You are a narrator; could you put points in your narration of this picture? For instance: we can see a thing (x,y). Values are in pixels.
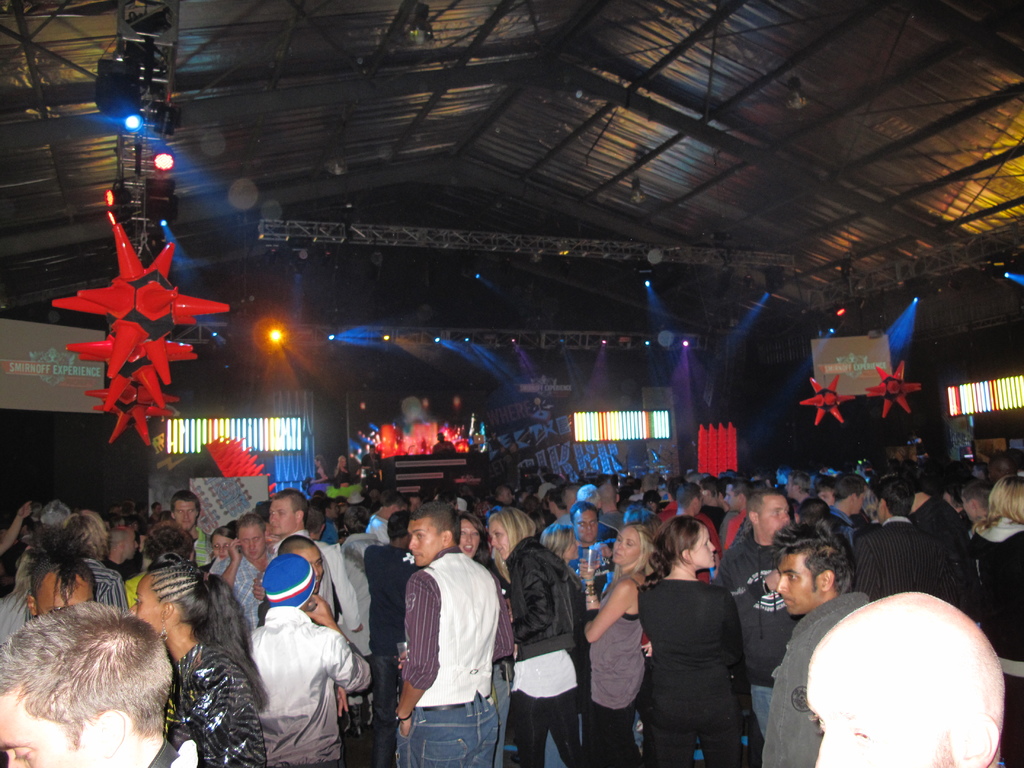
In this image we can see a crowd (685,554). On the ceiling (190,176) there are lights (768,290). Also there are rods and there are some decorations (904,371). In the back (264,429) there are lights (240,427) on the walls (748,434).
